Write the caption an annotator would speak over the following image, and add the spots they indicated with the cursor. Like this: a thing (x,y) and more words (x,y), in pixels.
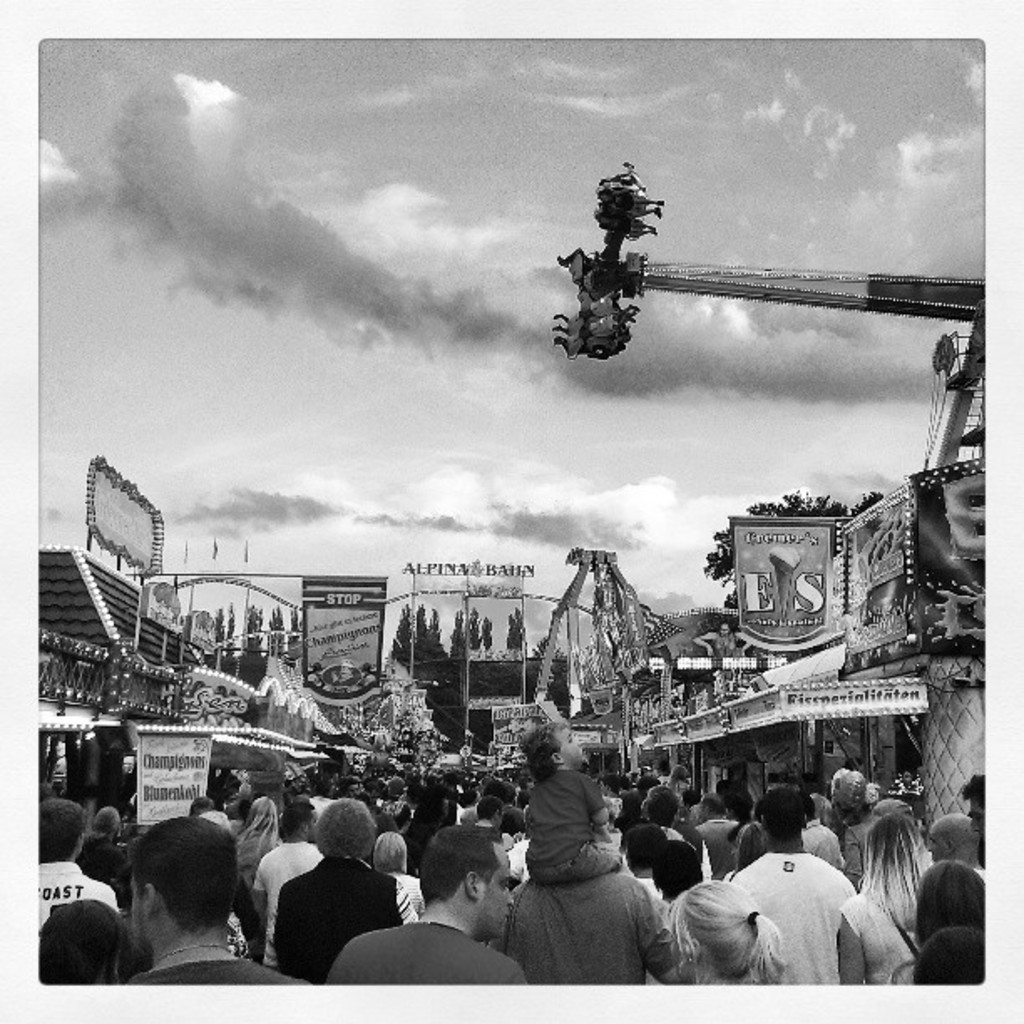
This is a black and white picture. Here we can see group of people (564,853), boards (193,789), trees (405,619), and houses (68,597). There is a ride (935,438). In the background (710,163) there is sky (710,163) with clouds (558,515).
